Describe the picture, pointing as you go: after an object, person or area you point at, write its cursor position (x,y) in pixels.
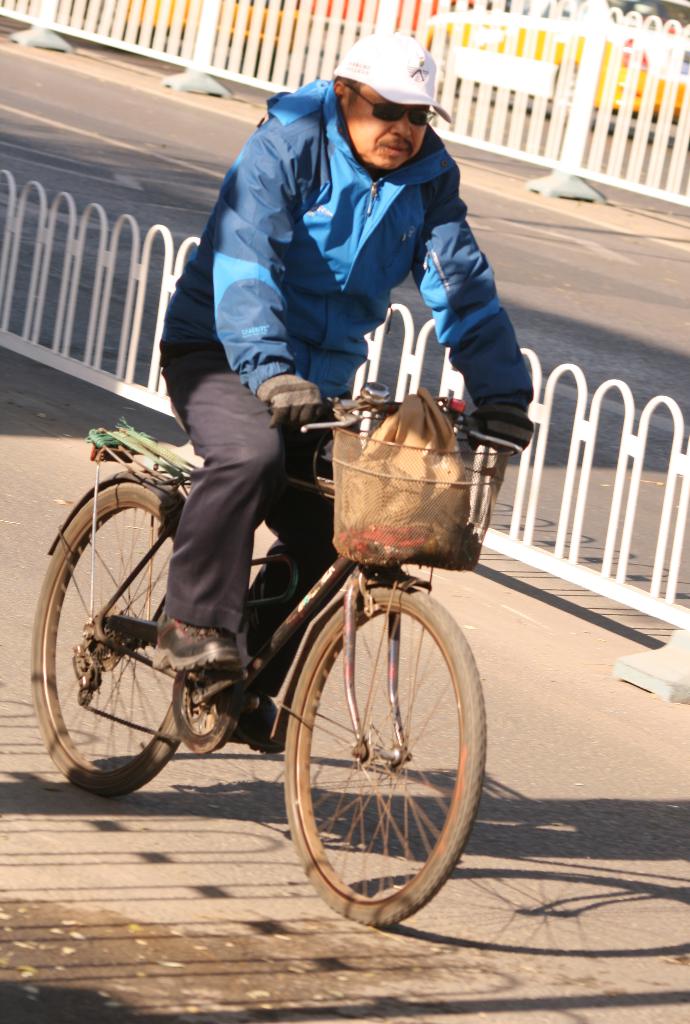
In this picture there is a guy (296,183) wearing blue jacket (261,235) and spectacles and a hat (414,90) and riding the bicycle (318,480) and behind him there are some white color grills (574,434) in the street (2,829).
